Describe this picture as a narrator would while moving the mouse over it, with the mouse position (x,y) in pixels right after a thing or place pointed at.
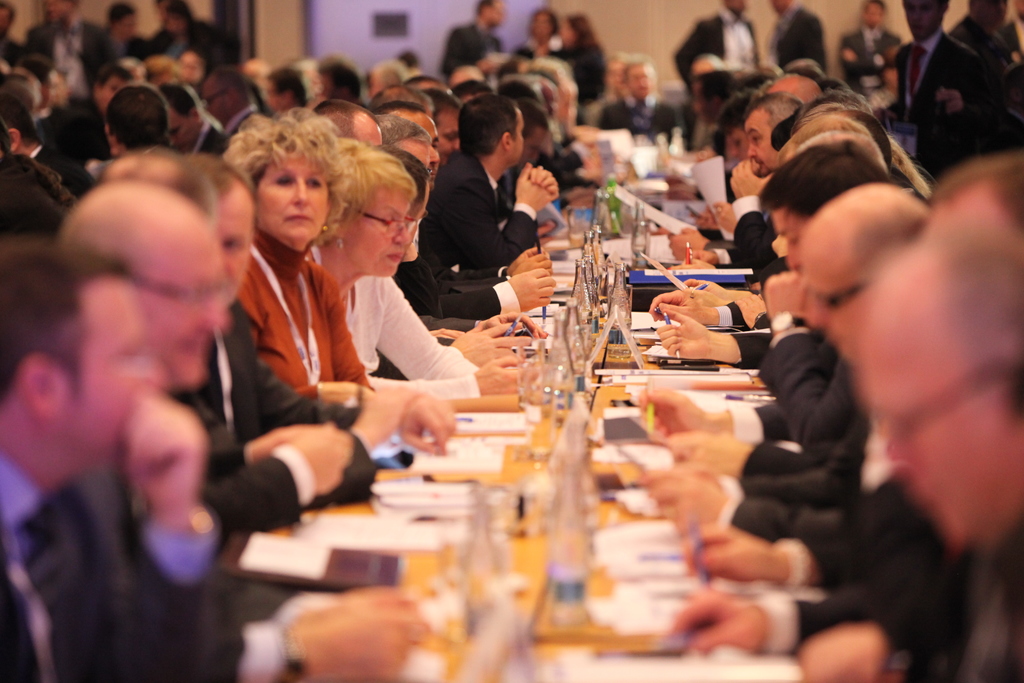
In this image we can see a group of people (490,313) sitting on the chairs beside a table (595,575) containing bottles (574,534), papers (608,536), files (616,497), stand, pens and books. On the backside (908,109) we can see some people (896,105) standing.
